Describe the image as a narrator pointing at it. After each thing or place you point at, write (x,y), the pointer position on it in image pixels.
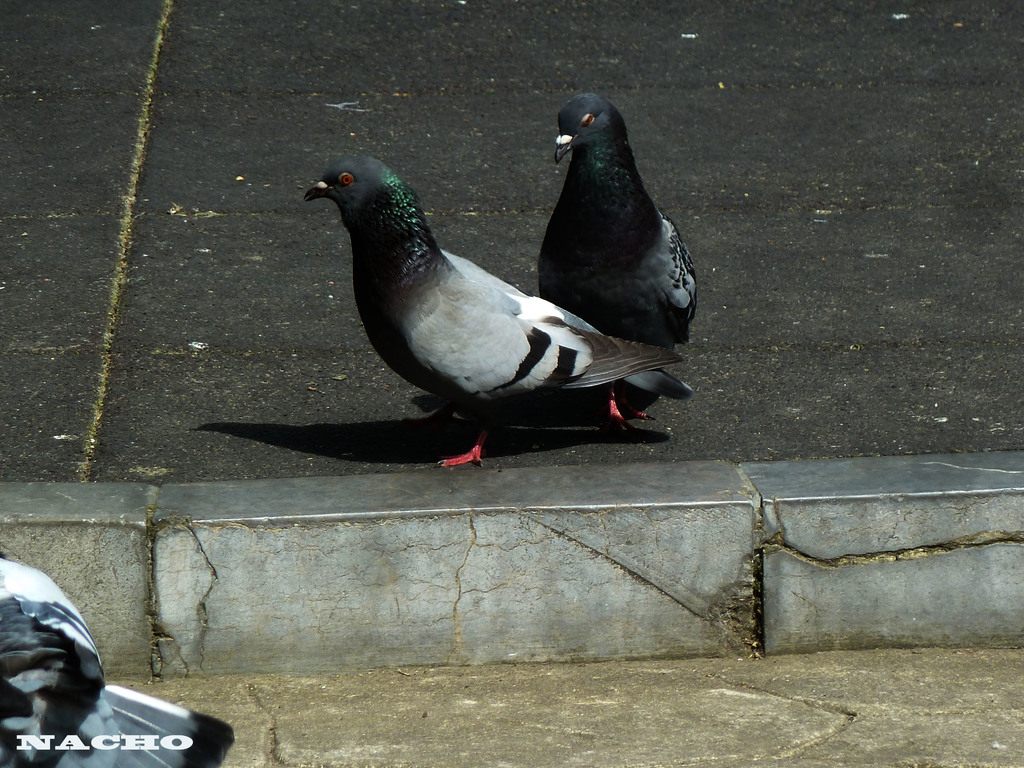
In this image, in the middle (583,276), we can see two birds (466,352) which are on the road (322,358). In the left corner (11,685), we can also see another bird (28,572).
